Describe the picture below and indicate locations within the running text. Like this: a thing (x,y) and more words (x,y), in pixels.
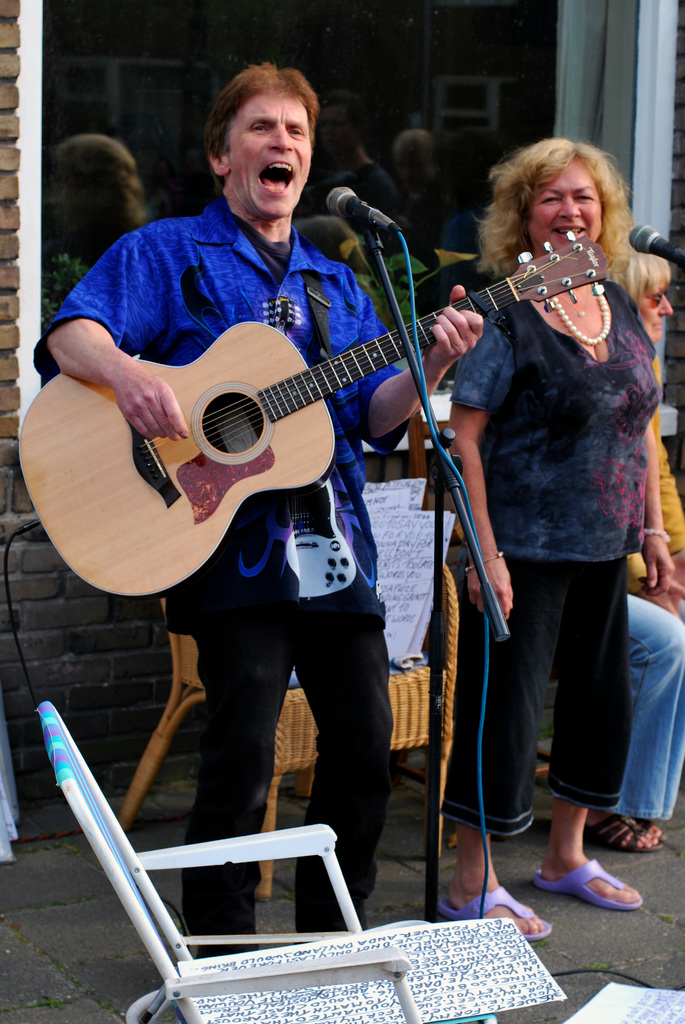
Here we can see that a person (255,264) standing on the ground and holding a guitar (219,442) in his hands (157,428) and he is singing, and in front here is the microphone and stand (437,461), at side a woman (501,376) is standing, and here a person (668,594) is sitting, and here is the chair (400,983).
